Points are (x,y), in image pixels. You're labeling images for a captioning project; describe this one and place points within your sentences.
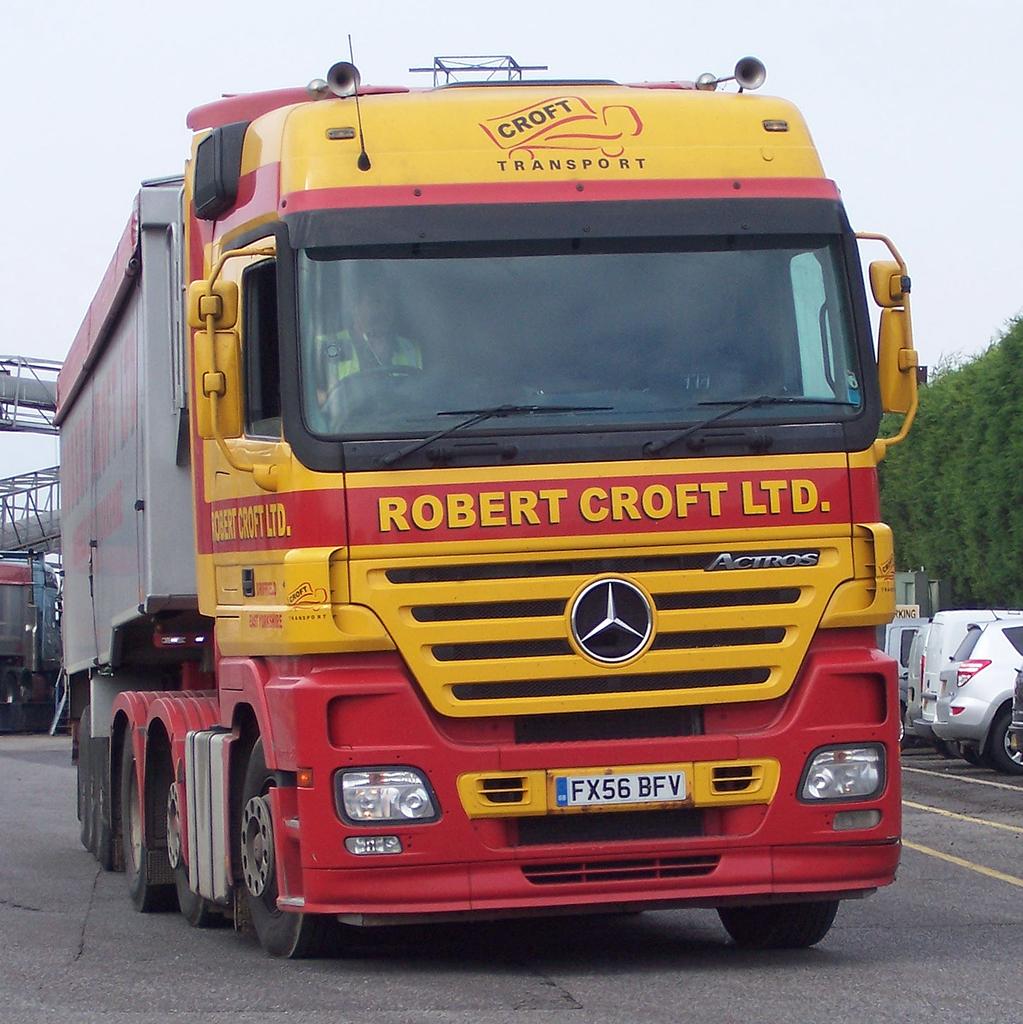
In this picture we can see a person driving a truck (502,882) on the road (429,968). In the background (943,428) we can see vehicles (1015,661), trees (957,438), some objects (22,403) and the sky (734,62).
